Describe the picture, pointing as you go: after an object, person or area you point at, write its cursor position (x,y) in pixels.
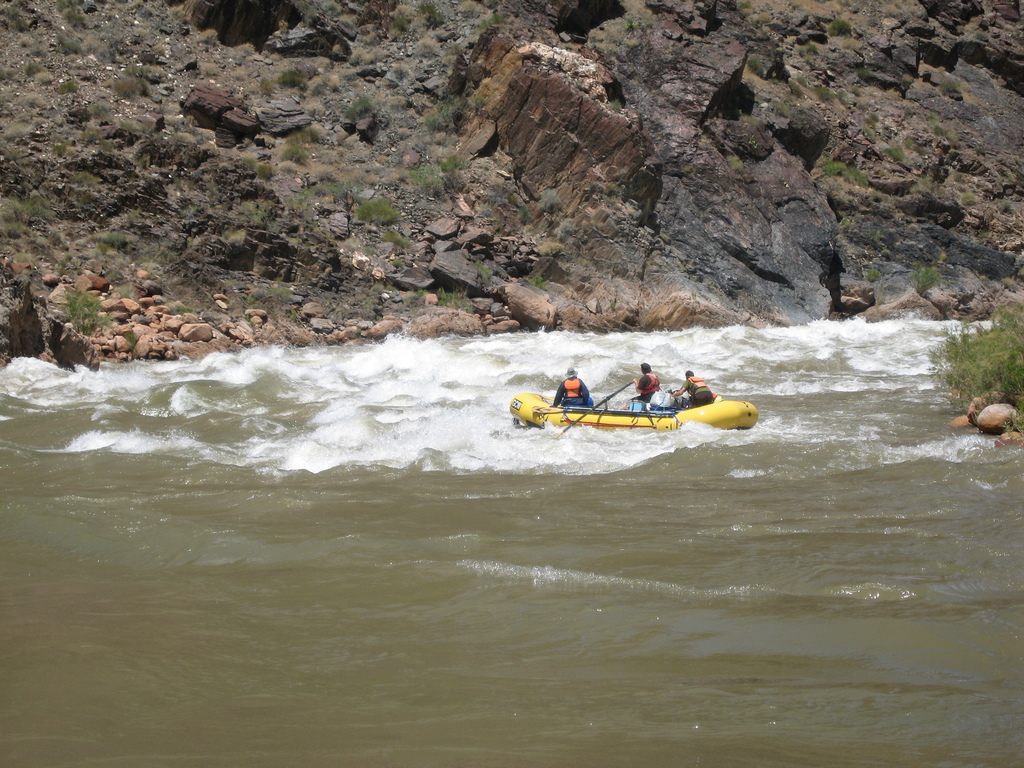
In this picture we can see a boat (551,417) on the water (255,692) with three people (645,375) and some objects (659,393) on it. In the background (613,19) we can see stones (805,19) and plants (295,81).
